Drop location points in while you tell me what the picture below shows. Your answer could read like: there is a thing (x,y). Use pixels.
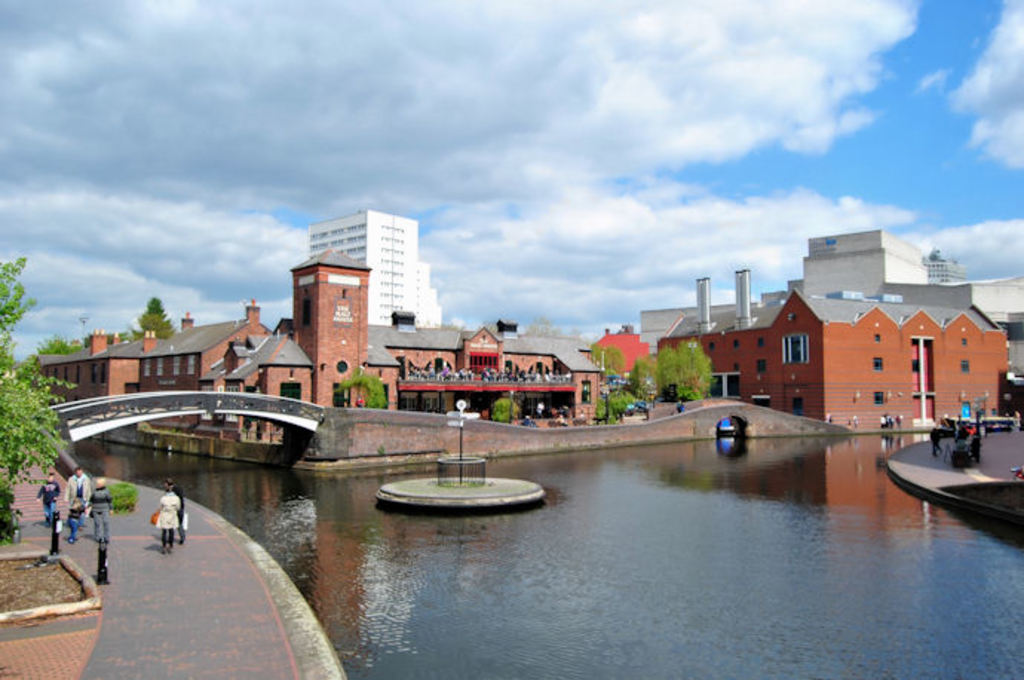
At the center of the image (474,362) there is a building (537,348), in front of the building (584,367) there is a lake (741,534). On the right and left side of the image (122,526) there is a path (128,556) of a road (176,557) and some people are walking on it. In the background (303,184) there is a sky (560,138).
